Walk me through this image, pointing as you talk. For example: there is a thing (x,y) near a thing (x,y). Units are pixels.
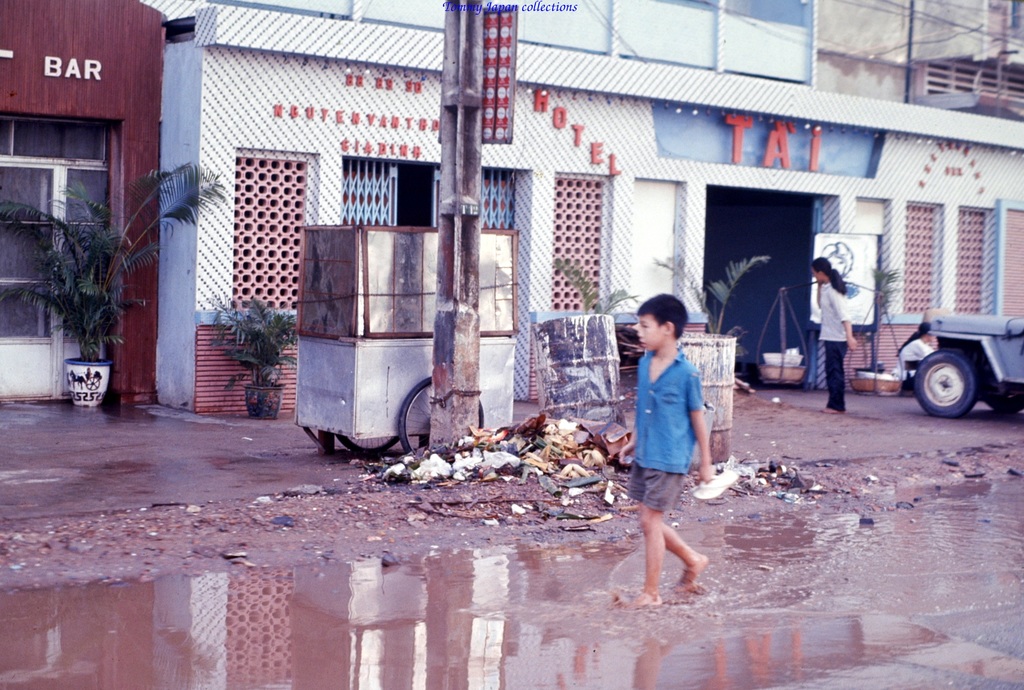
In this image, we can see a boy (649,524) is walking in the water (676,607). Background (960,304) we can see buildings (526,293) with wall (124,298), plants (83,345), some objects (276,410), vehicles (985,361), grill (240,308), pillar (453,201). Here we can see two people (832,394).
